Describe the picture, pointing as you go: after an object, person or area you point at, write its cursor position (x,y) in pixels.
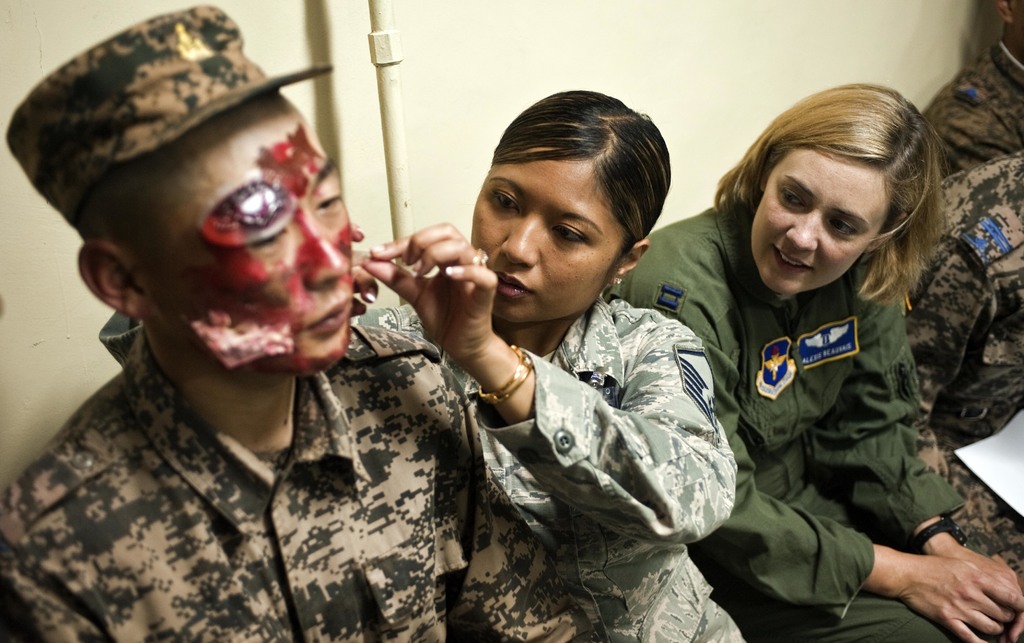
In this image I can see group of people (299,397) sitting together, in which one of the man (261,297) has wounds (275,321) on his face (278,303).
